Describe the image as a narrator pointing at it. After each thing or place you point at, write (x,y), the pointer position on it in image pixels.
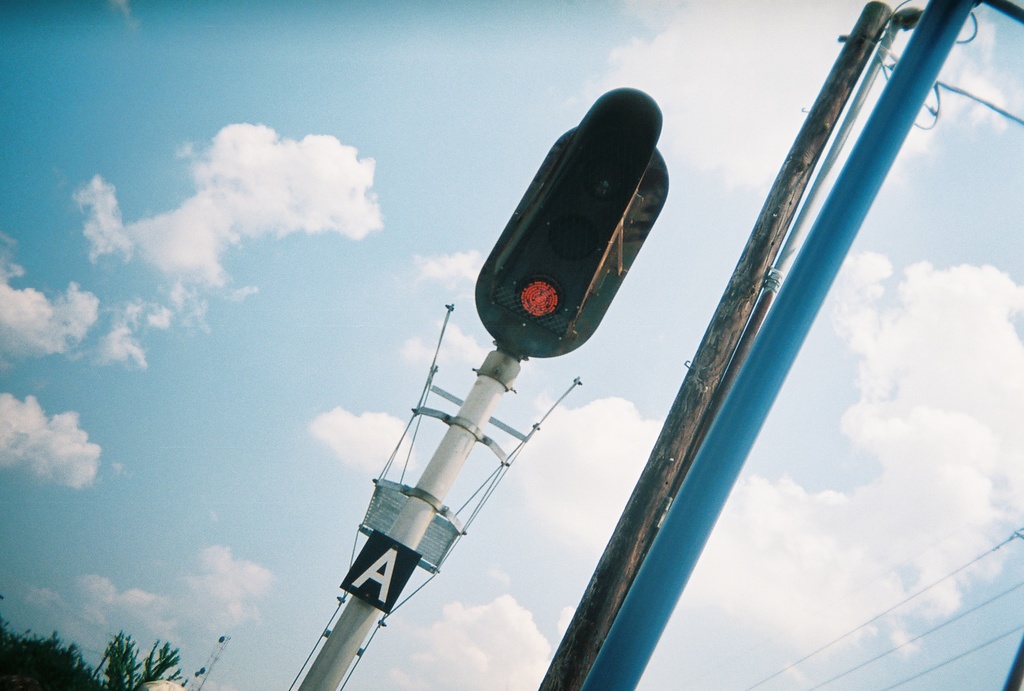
In this image there is a signal light (450,432) in the middle (476,442). Beside the signal light (465,435) there are two poles (689,484). At the top (84,25) there is the sky (246,326). On the left side (49,663) bottom there are plants (123,660).
